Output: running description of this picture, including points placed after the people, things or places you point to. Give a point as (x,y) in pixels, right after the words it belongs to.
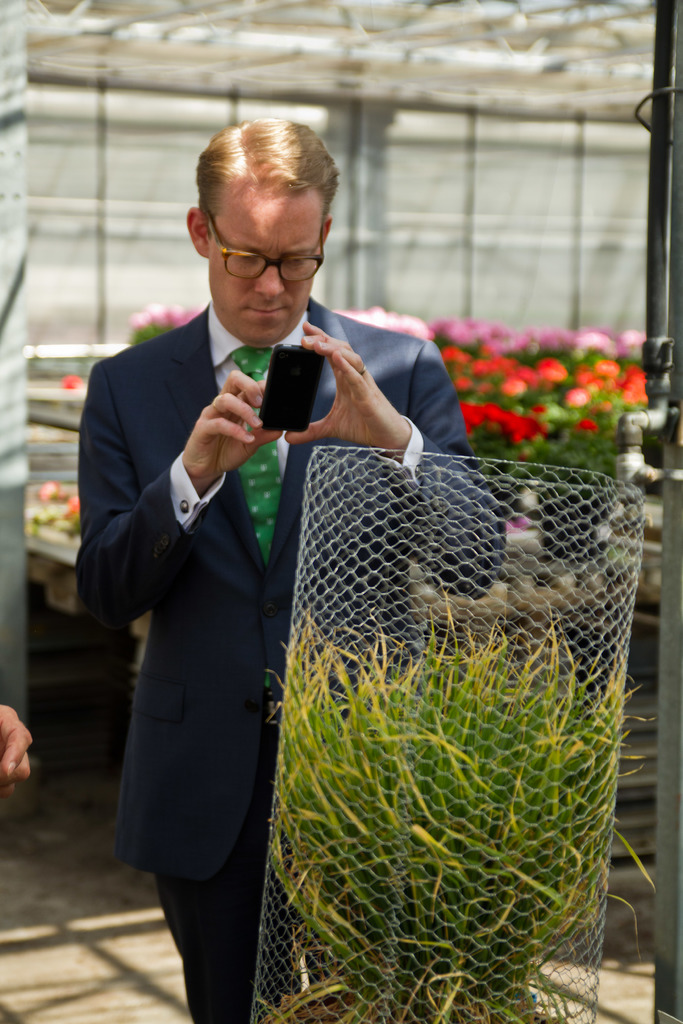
There is a man (264,533) standing on the ground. He is wearing a blue blazer (162,388) and a green tie (270,459). He is also wearing spectacles (308,259) on his face (271,273). He is holding a mobile phone (288,395) with which he is clicking pictures. There is also bushes (489,851) in front of him. There are flowers (580,423) behind him in the background (570,409).
